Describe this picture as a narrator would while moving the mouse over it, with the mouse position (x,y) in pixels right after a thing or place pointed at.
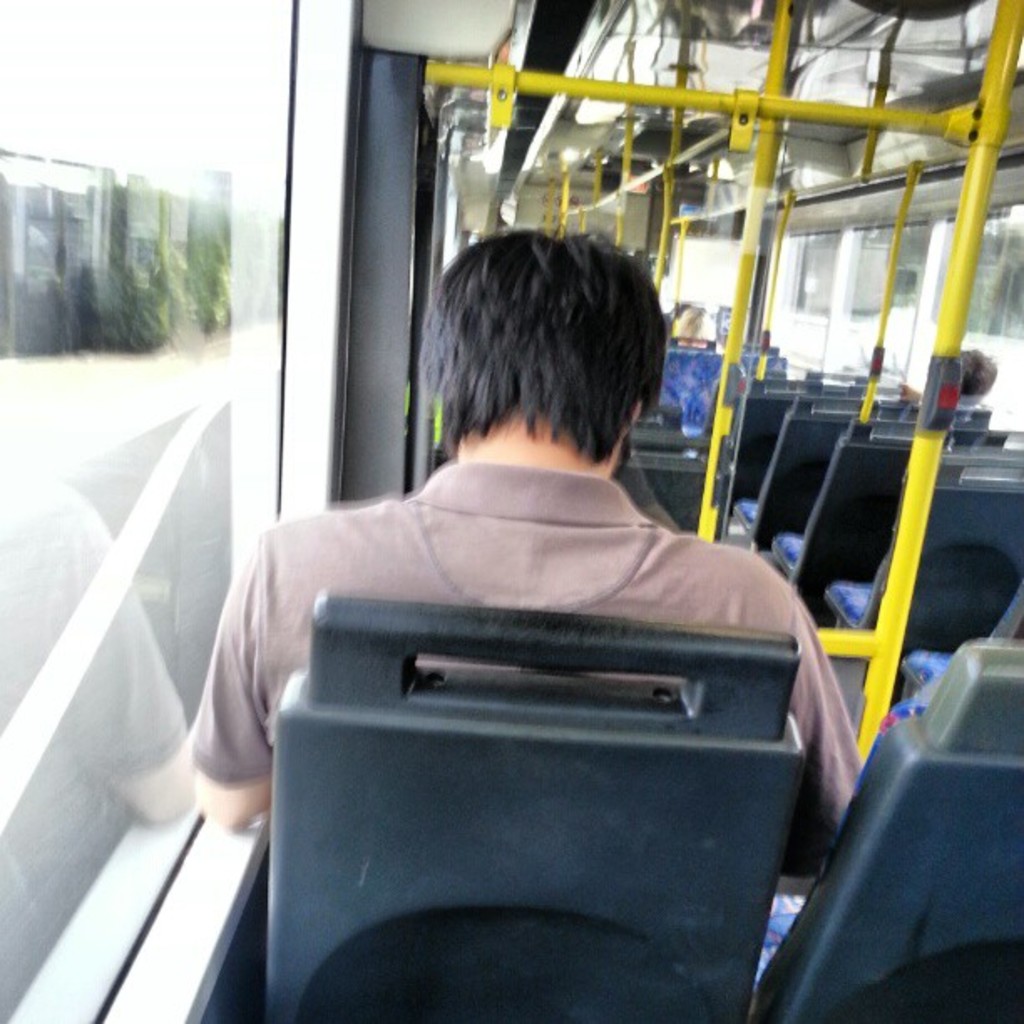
In this image we can see a person (522,317) sitting in the seat (626,712). This image is taken inside a bus (669,444). There are seats (841,466), rods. To the left side of the image (211,480) there is glass window (51,538), through which we can see road (164,444), wall (58,322).
